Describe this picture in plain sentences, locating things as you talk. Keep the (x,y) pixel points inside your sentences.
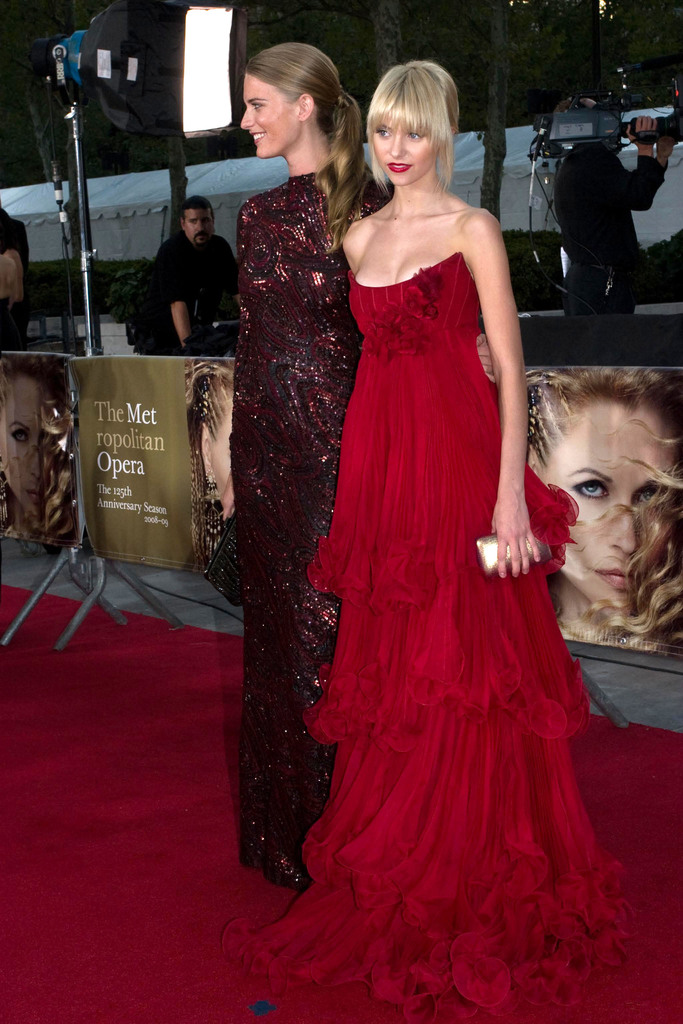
In this image I can see a woman (462,407) wearing red colored dress (396,365) and another woman (329,367) wearing pink and black colored dress (313,325) are standing on the red carpet (118,839) and smiling. In the background (148,423) I can see few banners (148,444), few persons (228,271) standing, a person (573,187) standing and holding a camera (613,132) and few other objects (672,345).
